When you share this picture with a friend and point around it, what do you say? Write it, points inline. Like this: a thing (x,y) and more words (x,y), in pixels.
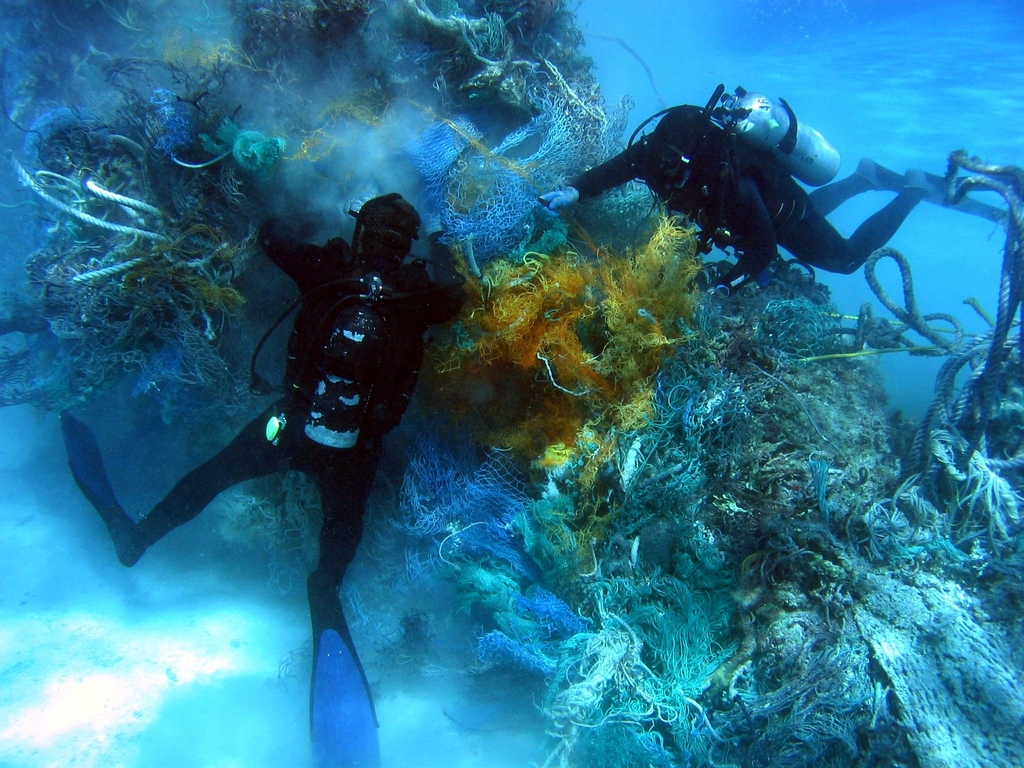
Here we can see two persons (729,178) inside the water (847,159) and there are cylinders (763,126) and ropes (920,477).
